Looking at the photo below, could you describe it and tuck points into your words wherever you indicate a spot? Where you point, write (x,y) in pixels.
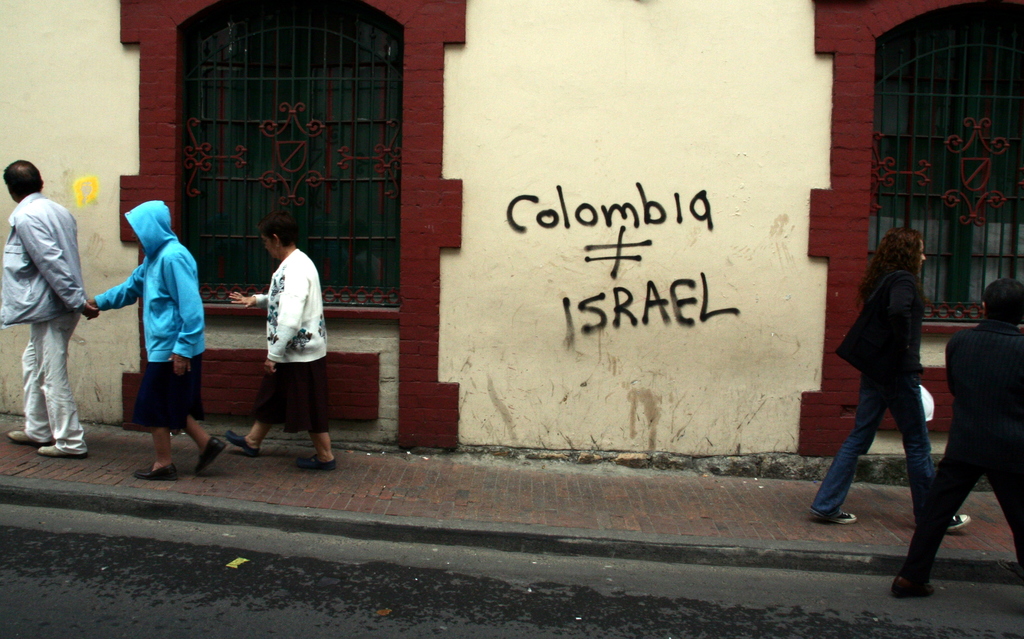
In this image we can see some people (187,282) are walking on a sidewalk (206,476) and to the side, we can see the road (431,584). In the background (401,104), we can see a building (777,86) with some text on it and we can see windows (317,92) with iron grills (289,157).
